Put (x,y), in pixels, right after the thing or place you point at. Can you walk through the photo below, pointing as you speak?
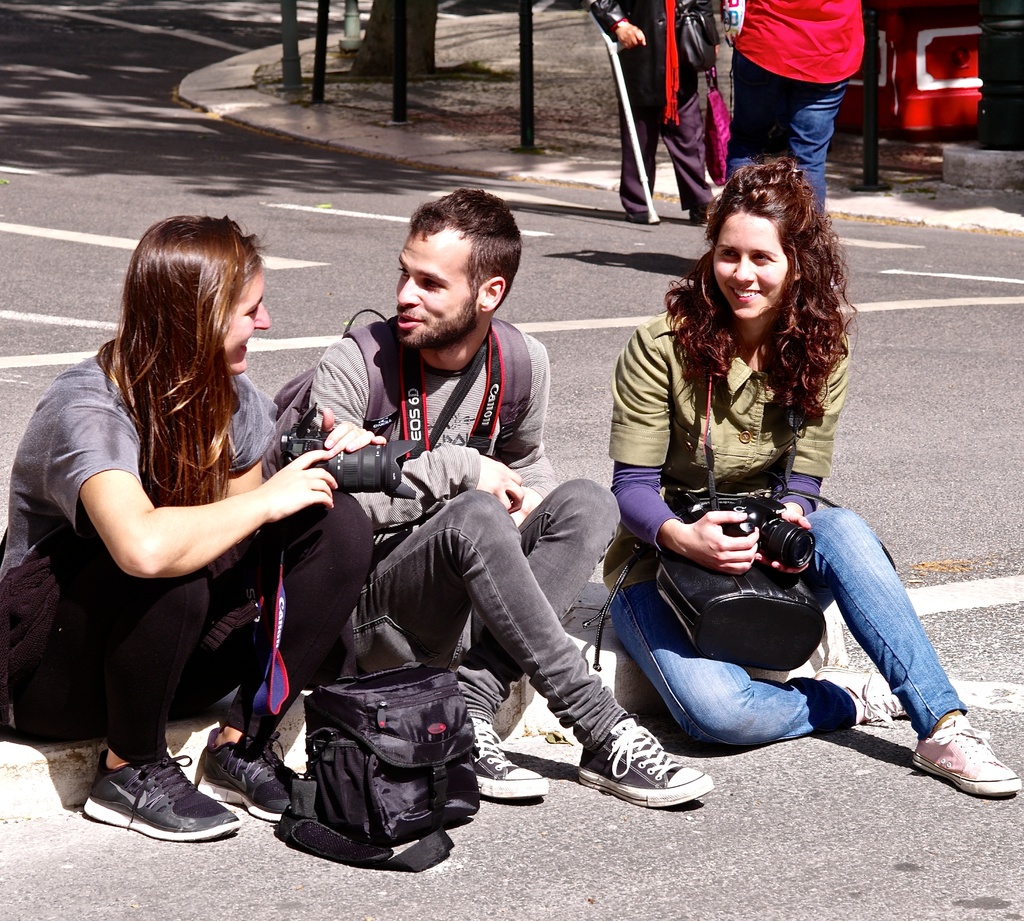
As we can see in the image there is a road (123,61). On road (340,190) there are three people (339,398) sitting. The women (291,538) on the left side (172,538) is wearing grey color shirt (96,454) and the man (402,374) in the middle (453,330) is wearing a bag (295,387) and the women (763,389) on the right side (762,457) is holding a camera (730,510) and she is wearing green color shirt (695,437) and there is a black color bag (384,729) over here and on road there are two people (783,69) walking.
